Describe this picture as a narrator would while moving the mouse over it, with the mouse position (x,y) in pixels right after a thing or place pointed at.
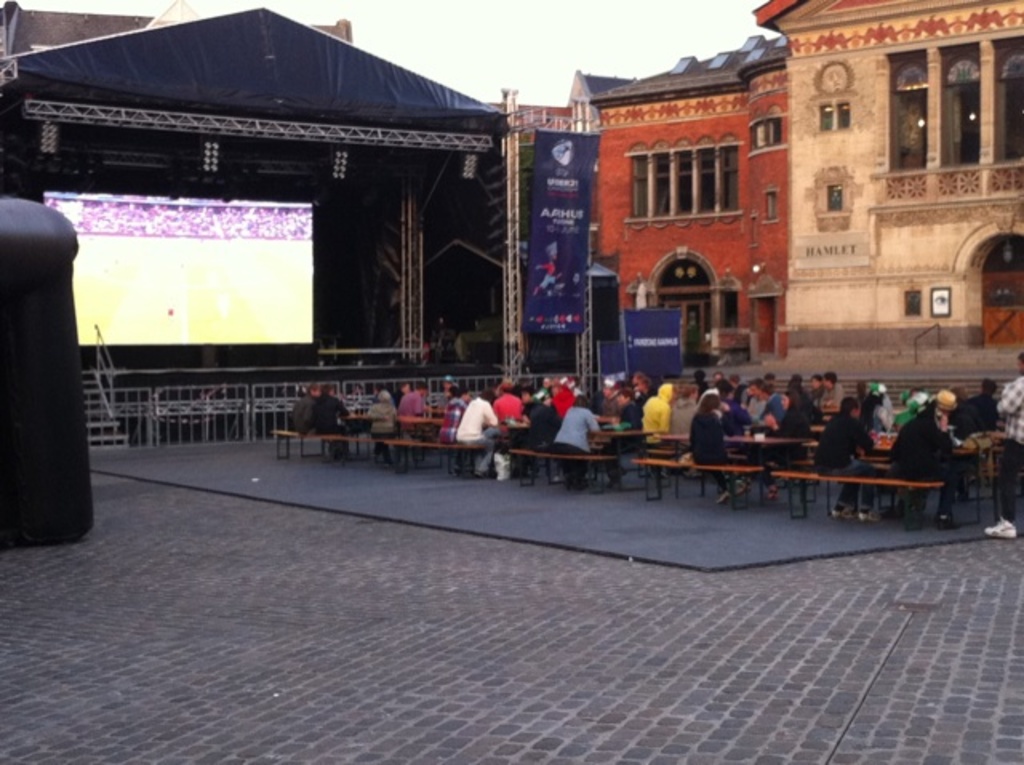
In the foreground of this picture (499,402), we see the crowd (566,436) sitting on bench (586,459) near a table (746,440). On bottom (499,679), we see the path (591,688). On left (43,424), we see a black object (59,343). In the background (259,263), we see the stage (327,269), banner (551,235), trees (525,194), buildings (663,168) and the sky (589,42).
